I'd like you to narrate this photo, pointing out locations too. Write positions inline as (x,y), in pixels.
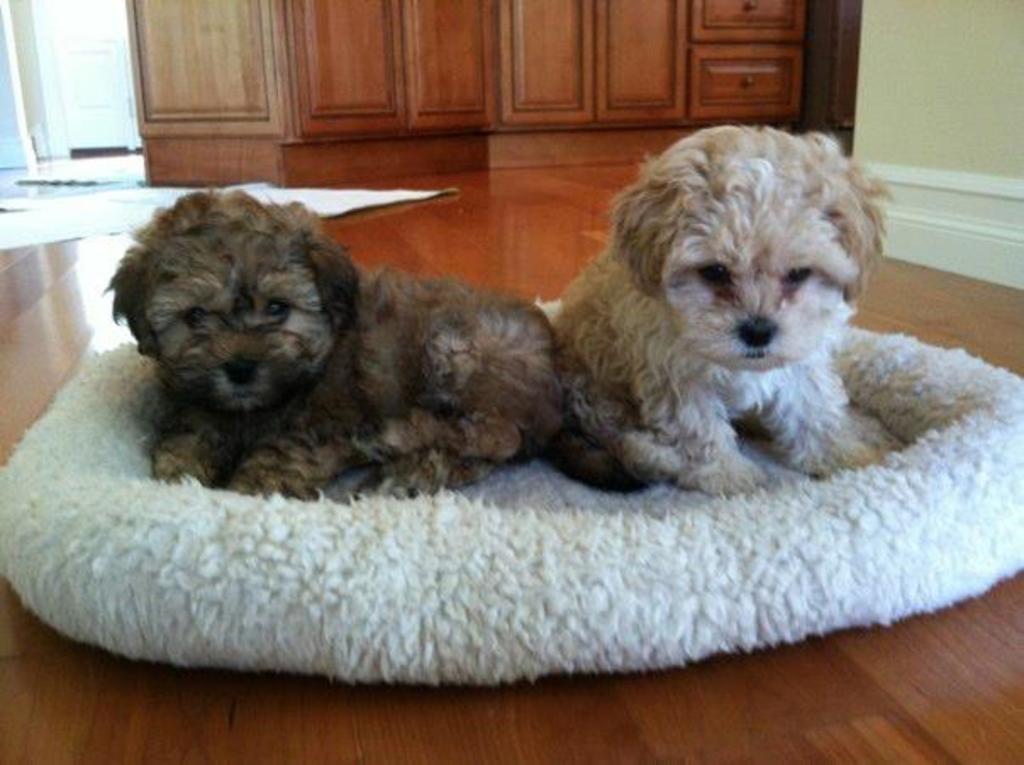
In this image we can see the dogs (501,361) on the bed (260,554) which is on the floor (629,738). We can also see the wall (994,72), cupboards (552,68) and also the mats (38,239) in the background (91,225).
